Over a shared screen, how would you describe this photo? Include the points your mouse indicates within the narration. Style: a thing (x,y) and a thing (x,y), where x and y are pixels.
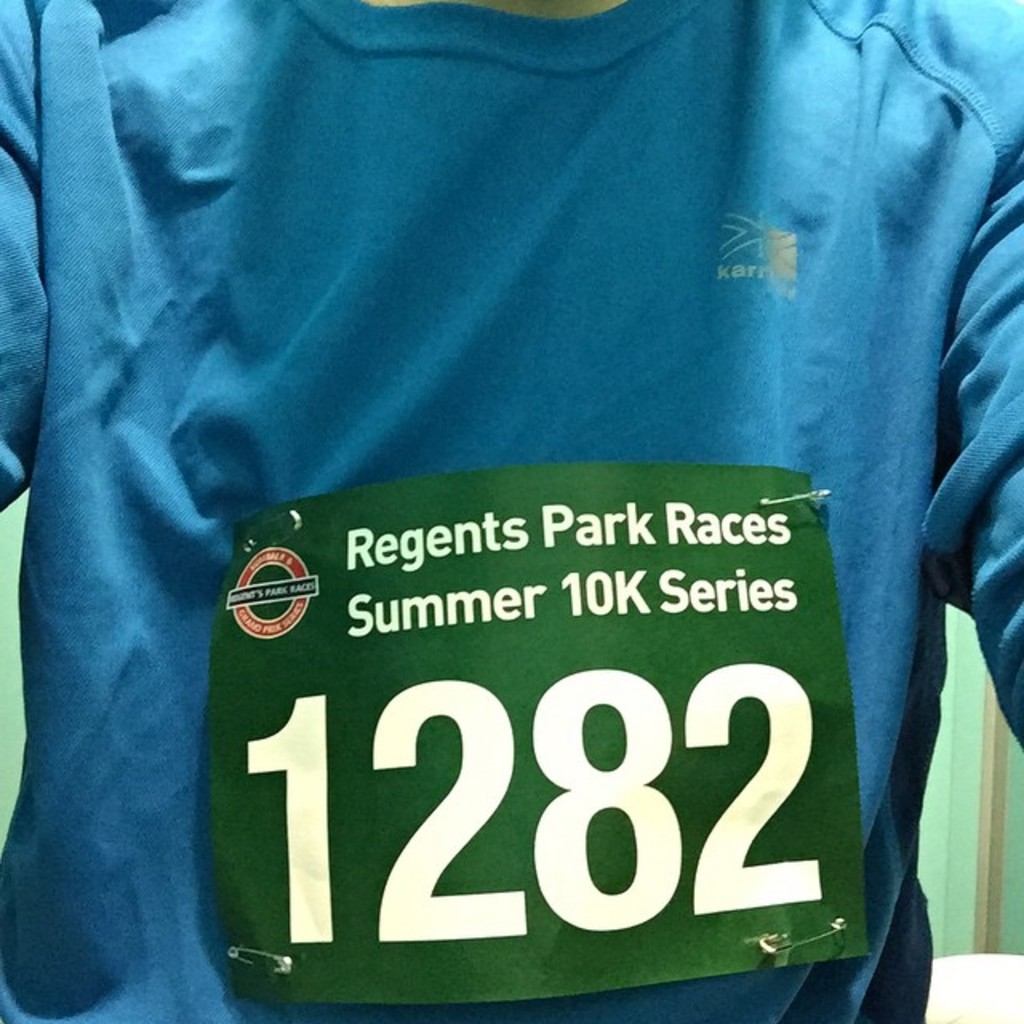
This image is taken indoors. In the background (954,787) there is a wall (950,770). In the middle of the image (463,544) there is a man (505,112) and there is a poster (526,855) with a text (487,593) on the T-shirt (138,608).
